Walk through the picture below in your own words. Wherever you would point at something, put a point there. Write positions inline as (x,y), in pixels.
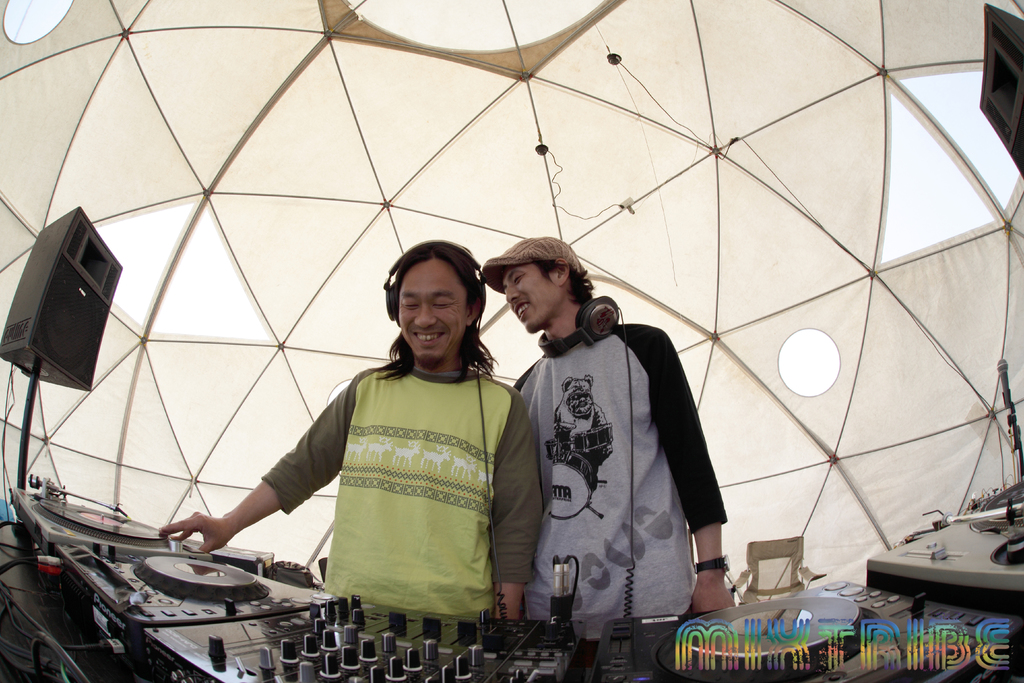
In the image we can see two men (424,449) standing and they are wearing clothes (509,467). The right side man (660,483) is wearing a wrist watch (714,561) and a cap (542,256). This is a headset (598,337), cable wire (479,372), watermark (831,630), sound box (54,299), chair (772,577), roof (155,486) and other device (568,670).
